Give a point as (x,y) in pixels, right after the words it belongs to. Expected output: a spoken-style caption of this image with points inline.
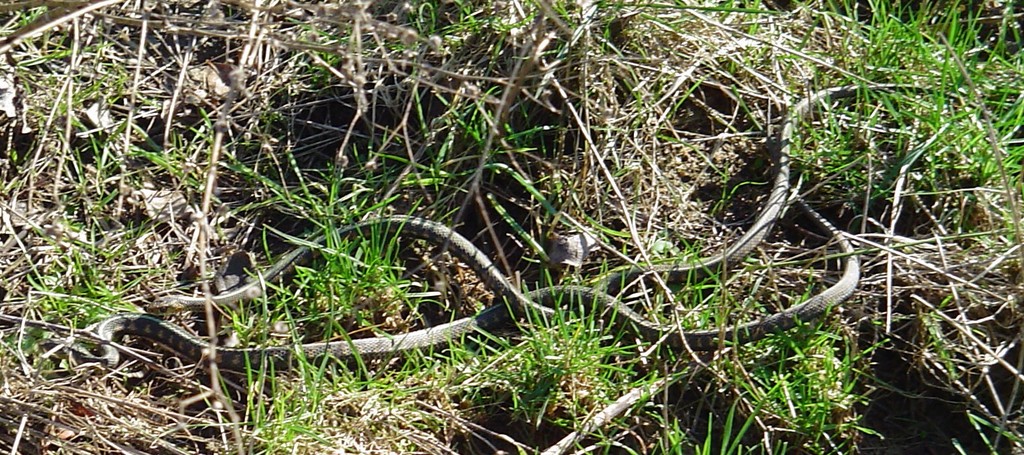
In this picture there are two snakes (505,315) on the grass (533,367). At the bottom (294,397) there is grass (398,417).
